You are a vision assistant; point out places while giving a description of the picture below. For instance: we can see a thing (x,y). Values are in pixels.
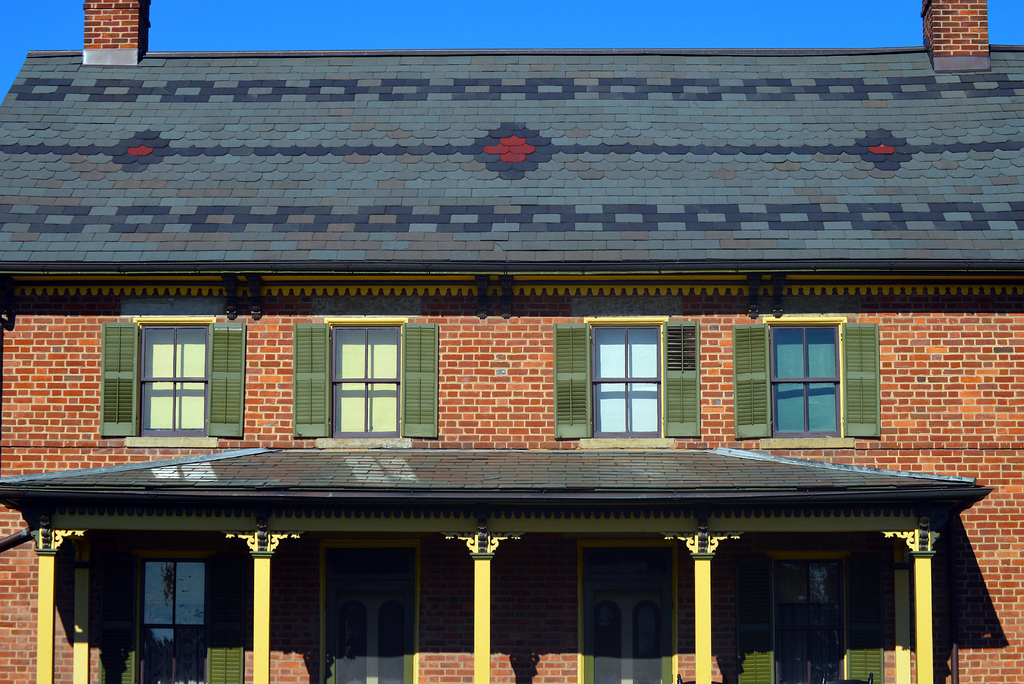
In the picture there is a house (269,362), it has six windows (191,342) and two doors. The house (468,544) is made up of bricks (928,388), in the background (681,47) there is a sky (417,31).
